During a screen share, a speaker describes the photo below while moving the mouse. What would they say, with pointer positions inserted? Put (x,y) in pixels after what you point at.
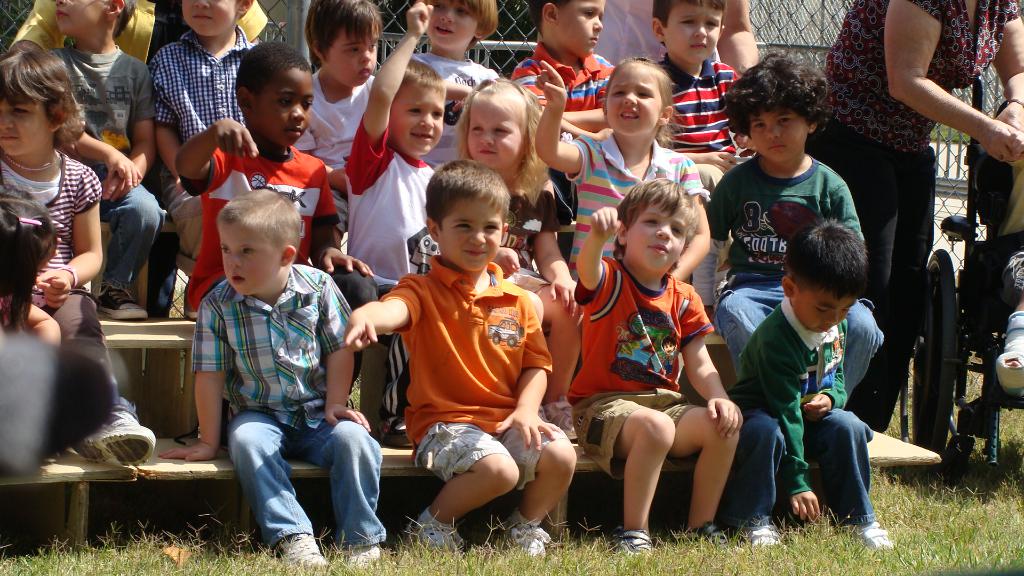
In this image we can see a group of children (37,309) sitting on the wooden bench (76,466). Here we can see a person (1021,170) sitting on the wheelchair (973,166) whose face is not visible. Here we can see a person (864,173) standing on the grass (1007,436). In the background (830,30), we can see the metal fence (501,47).
